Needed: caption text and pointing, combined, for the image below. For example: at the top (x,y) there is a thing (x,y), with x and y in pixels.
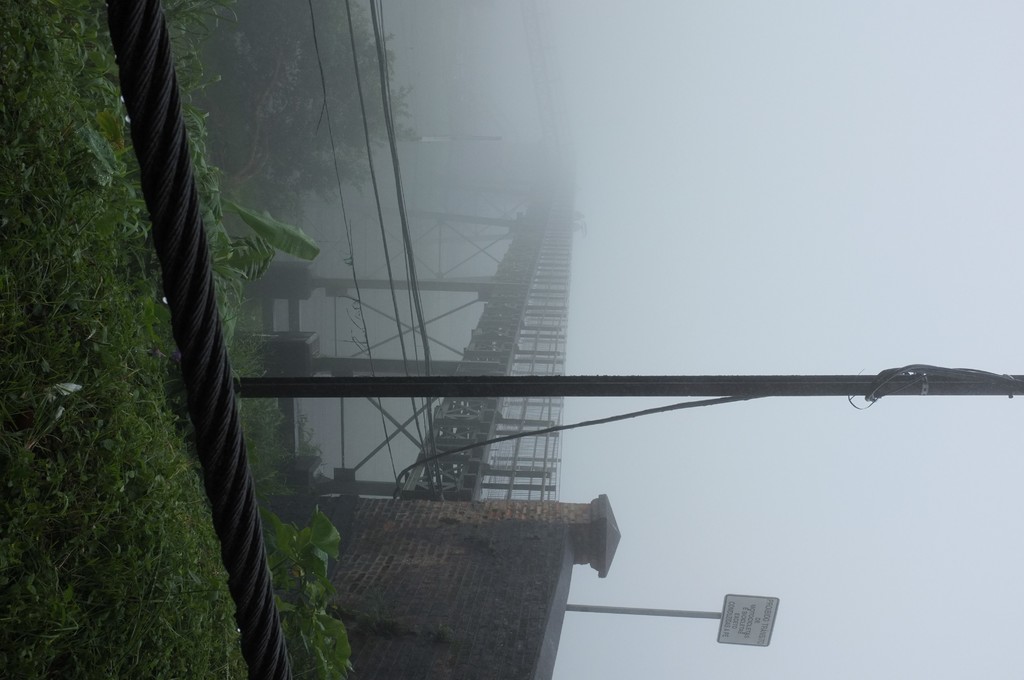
In the image we can see the grass (141,463), rope (217,429) and the pole (518,391). Here we can see the bridge (526,362), wall (493,543), board (729,618) and text (746,633) on the board (763,625). Here we can see plants (213,87) and foggy sky (699,124).
